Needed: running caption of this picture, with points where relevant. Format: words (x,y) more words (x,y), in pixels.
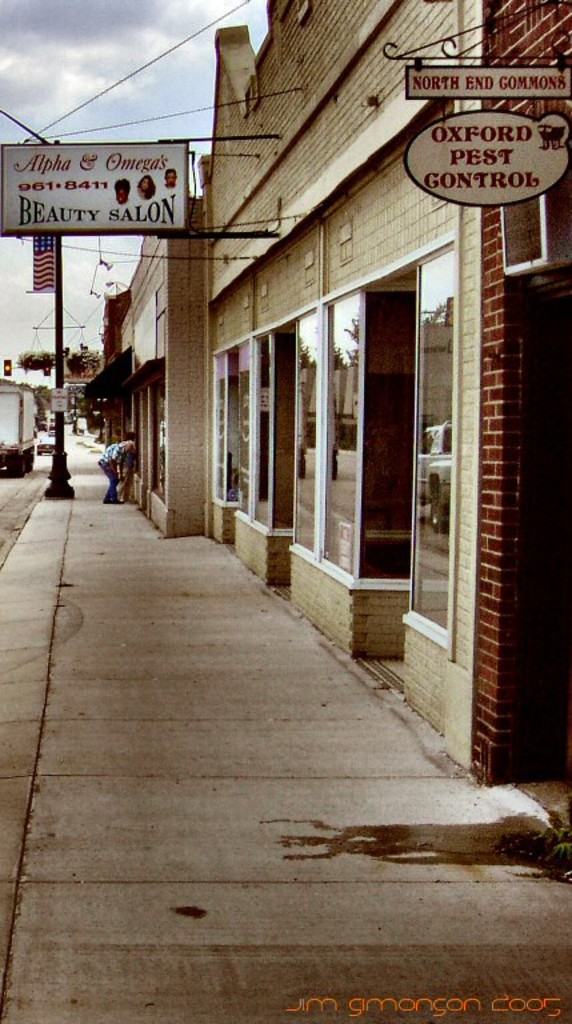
In the picture I can see the buildings (343,242) on the right side (441,327). I can see the hoarding board (135,180), a flagpole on the left side (104,178). I can see a person (128,444) on the side of the road (4,496). There are vehicles (33,440) on the road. There are clouds (12,333) in the sky (85,89).
